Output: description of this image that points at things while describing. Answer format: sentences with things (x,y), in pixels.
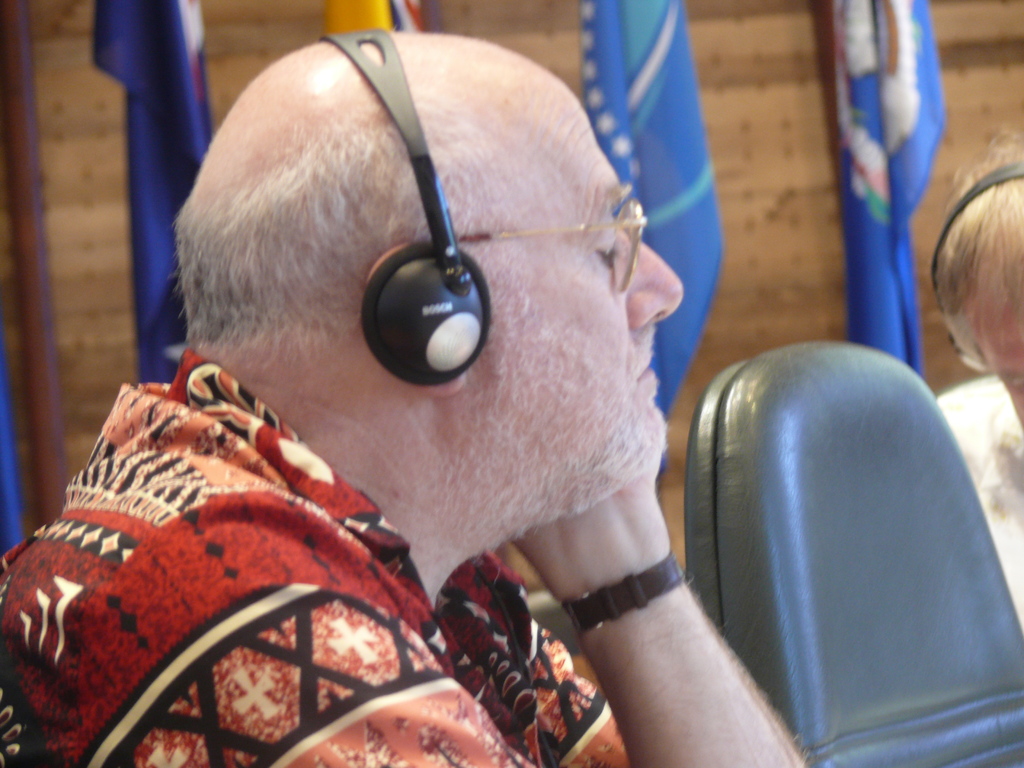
This image consists of a man (327,393), he is wearing headphones (469,359) and listening to something. There are chairs (734,536) beside him. There are flags (626,89) behind him.
